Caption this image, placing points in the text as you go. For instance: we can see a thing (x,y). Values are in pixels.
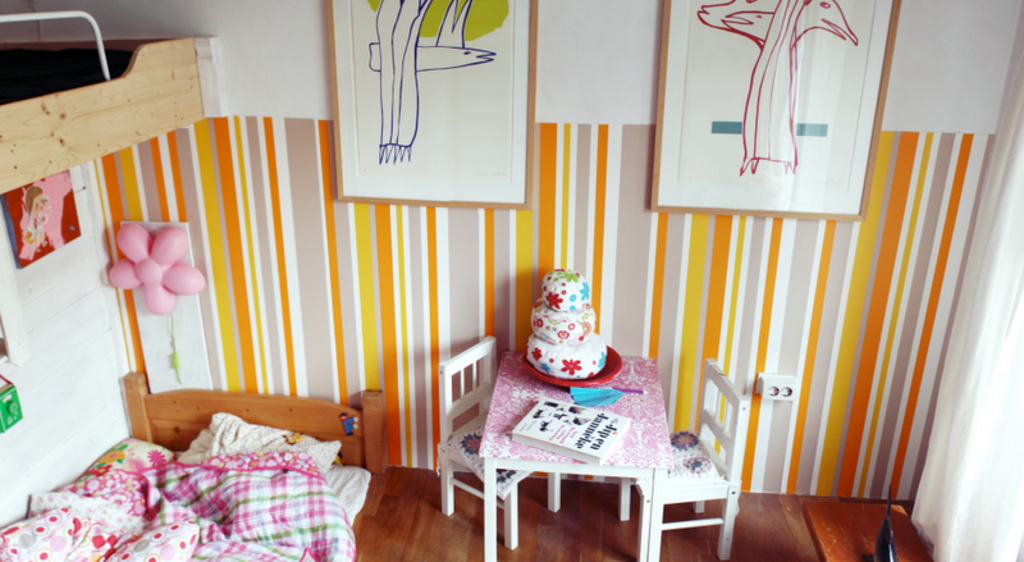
In the picture we can see some room (72,417), inside it, we can see a wall (641,334) with paintings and we can also see some photo frames (849,49) and on the floor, we can see a table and chairs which are white in color and besides we can see a bed (178,406) with pillows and bed sheet (343,561).
